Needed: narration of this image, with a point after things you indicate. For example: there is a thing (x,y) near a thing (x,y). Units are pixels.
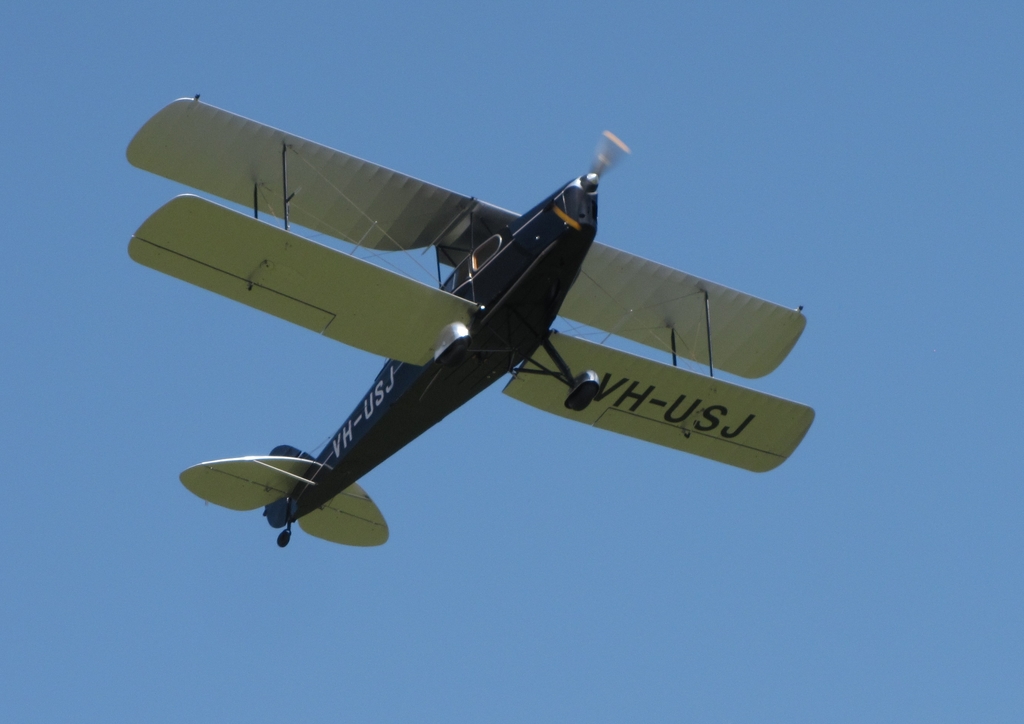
In this picture we can see an aircraft (331,334) is flying. Behind the aircraft (368,343), there is the sky (11,243).
